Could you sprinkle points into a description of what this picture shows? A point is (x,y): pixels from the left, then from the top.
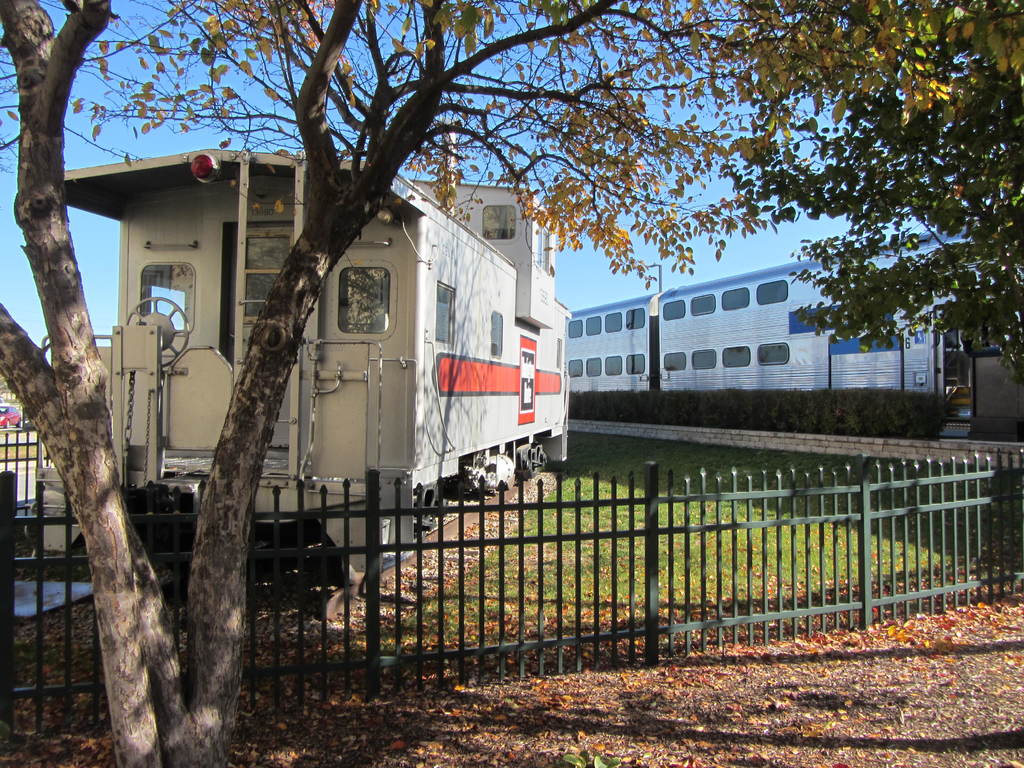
In this picture we can see the trains (501,211), trees (626,232), grass (712,450), bushes (788,412), fence (703,488), railway track (258,579). On the left side of the image (24,434) we can see a car (12,424), road (0,468). At the bottom of the image (721,709) we can see the dry leaves (590,631). At the top of the image (523,142) we can see the sky (154,12).
